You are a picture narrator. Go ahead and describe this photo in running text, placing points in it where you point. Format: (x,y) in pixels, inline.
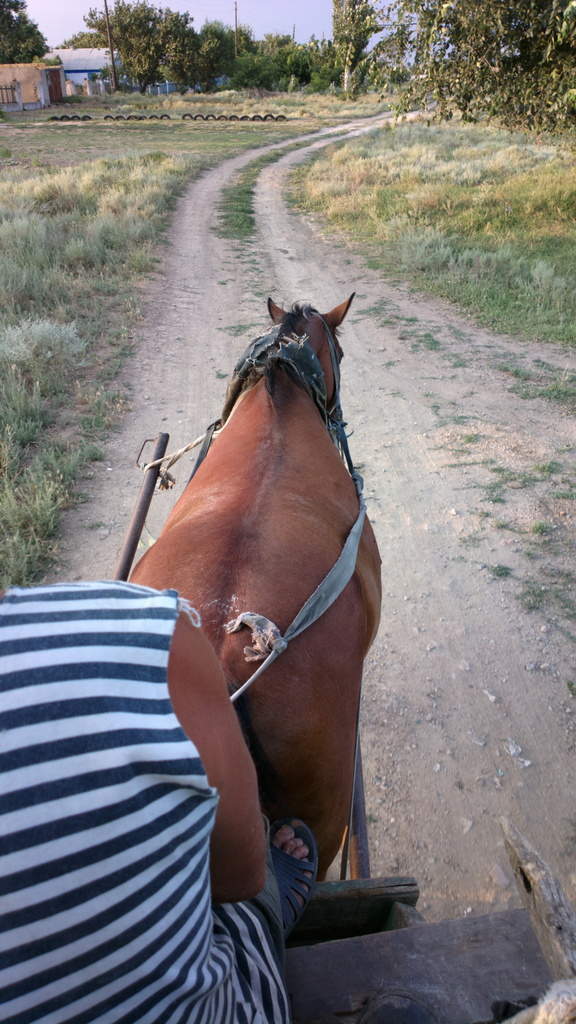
On the left bottom corner (8,854) there is a person (216,801) who is wearing a white and blue striped shirt (86,712). And he is sitting on a cart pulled by a brown color horse (257,567). On the top right corner (444,72) there is a trees (476,69). On the top left corner (32,78) there are the house (76,66). On the left (26,359) and right there are the green grass (395,232).
